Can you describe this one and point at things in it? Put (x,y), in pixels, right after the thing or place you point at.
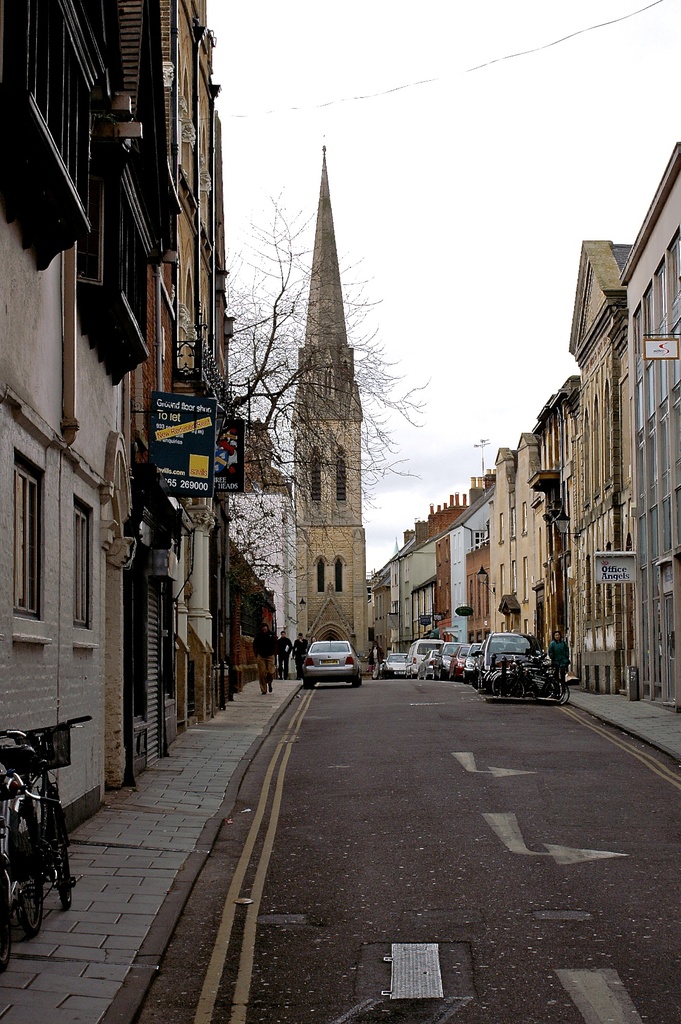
This image consists of many buildings (336,527). At the bottom (438,884), there is a road (401,879). On the left (39,850), there is a bicycle (23,804). In the front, there are many cars (463,670) parked on the road (512,784). At the top (495,72), there is a sky (480,79).
